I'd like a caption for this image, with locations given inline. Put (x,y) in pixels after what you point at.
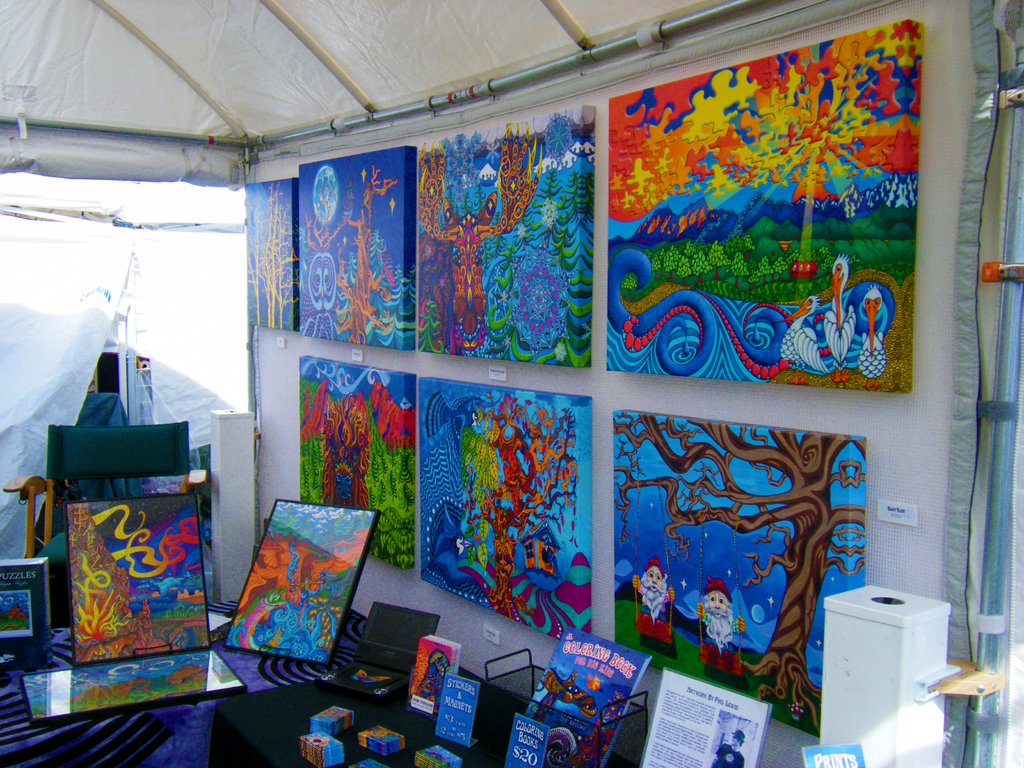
In this picture I can observe some paintings (346,332) in the middle of the picture (448,494). These paintings (648,490) are in blue, brown, red, orange and white colors. I can observe white color tent (136,84) in the top of the picture (183,81).
